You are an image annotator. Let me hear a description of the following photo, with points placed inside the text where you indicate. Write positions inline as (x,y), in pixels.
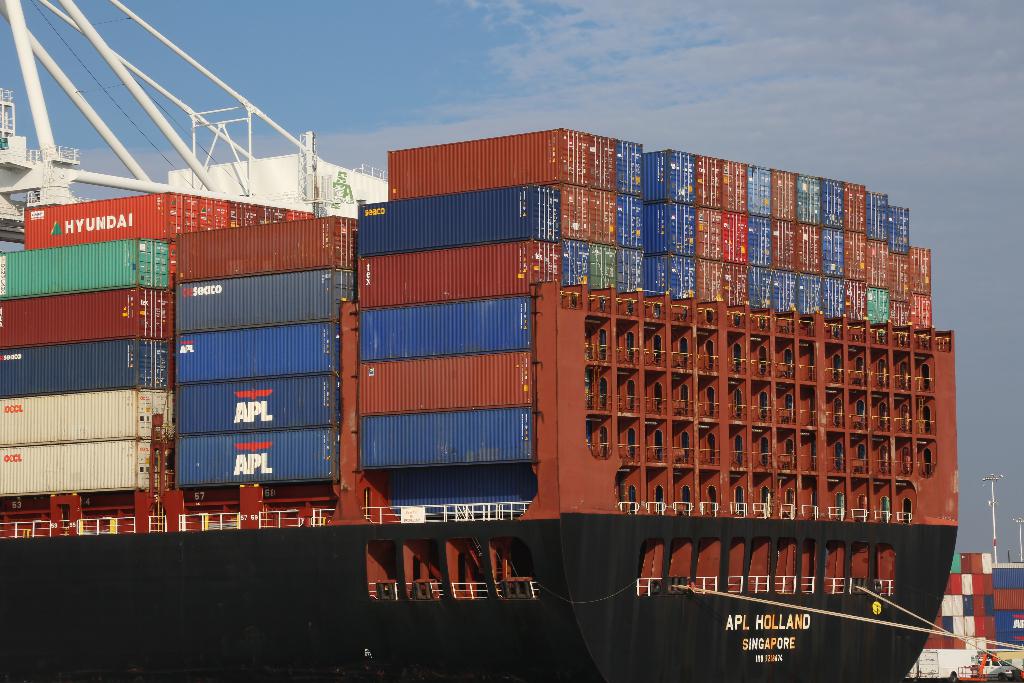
In this picture we can see a group of containers (402,202) on a platform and we can see sky (468,114) in the background (447,92).
